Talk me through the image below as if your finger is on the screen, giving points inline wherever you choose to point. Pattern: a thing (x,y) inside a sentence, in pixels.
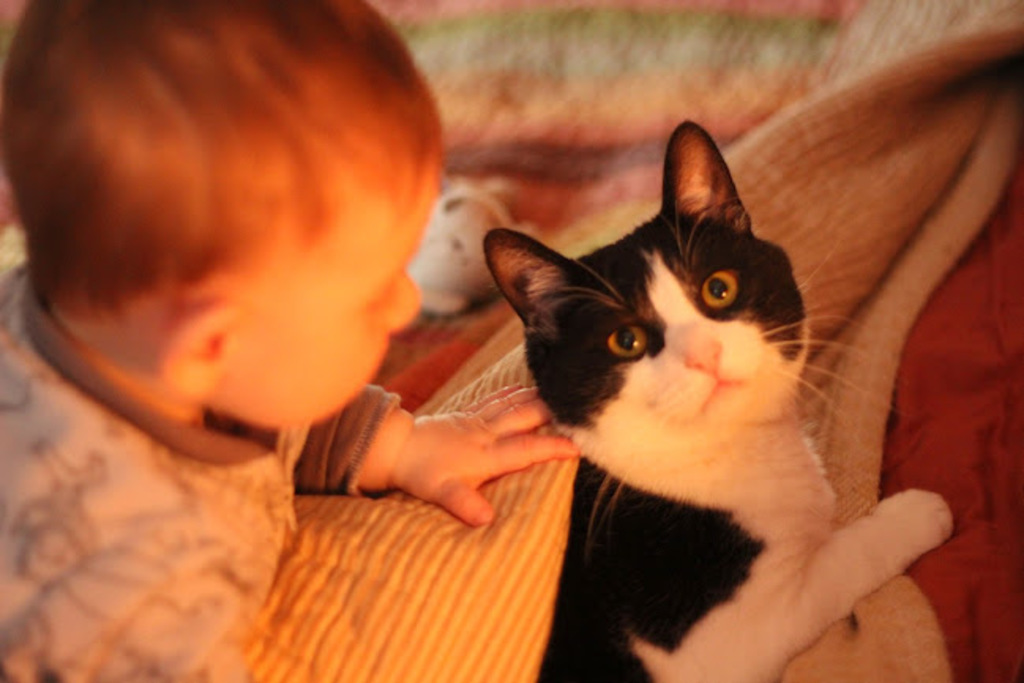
In this image, we can see a kid (143,335) and a black and white color cat (655,456).
